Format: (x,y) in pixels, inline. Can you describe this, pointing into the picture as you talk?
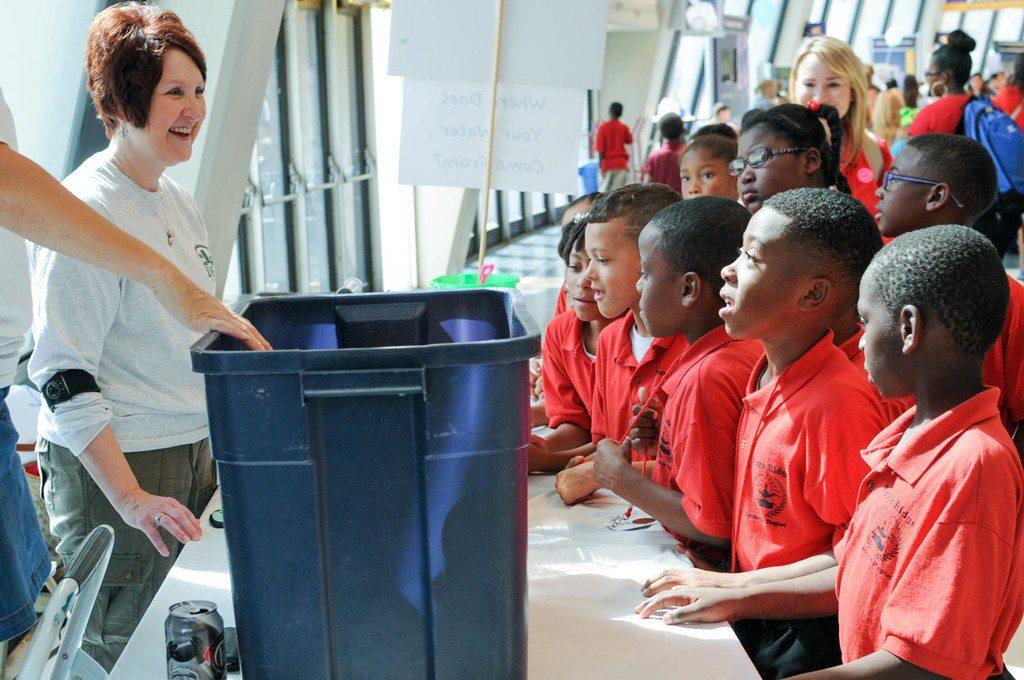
In this image there are many children (779,362) standing. In front of them there is a table (569,587). On the table (544,581) there is a drink can (187,636). Beside it there is a basket (344,476). To the left (176,399) there is a woman (103,323) standing near to the table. Behind them there is a wall (314,47). Near to the wall (331,74) there are boards (500,97).
